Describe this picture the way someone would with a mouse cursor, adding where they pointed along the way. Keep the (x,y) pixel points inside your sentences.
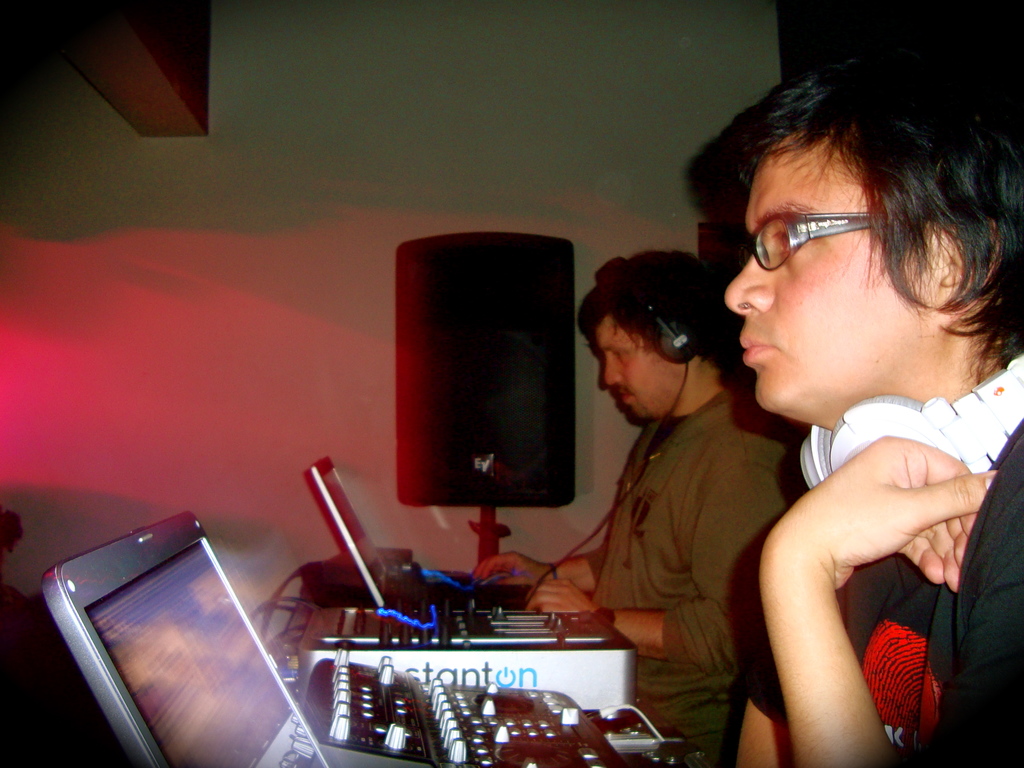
In this image in the front there are persons (705,531). On the bottom (420,682) in the center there are musical instruments (429,668). In the background (243,294) there is a wall (211,285) and in front of the wall (198,292) there is an object (476,393) which is black in colour. On the left side (112,88) at the top (136,78) there is a shelf (147,61).
